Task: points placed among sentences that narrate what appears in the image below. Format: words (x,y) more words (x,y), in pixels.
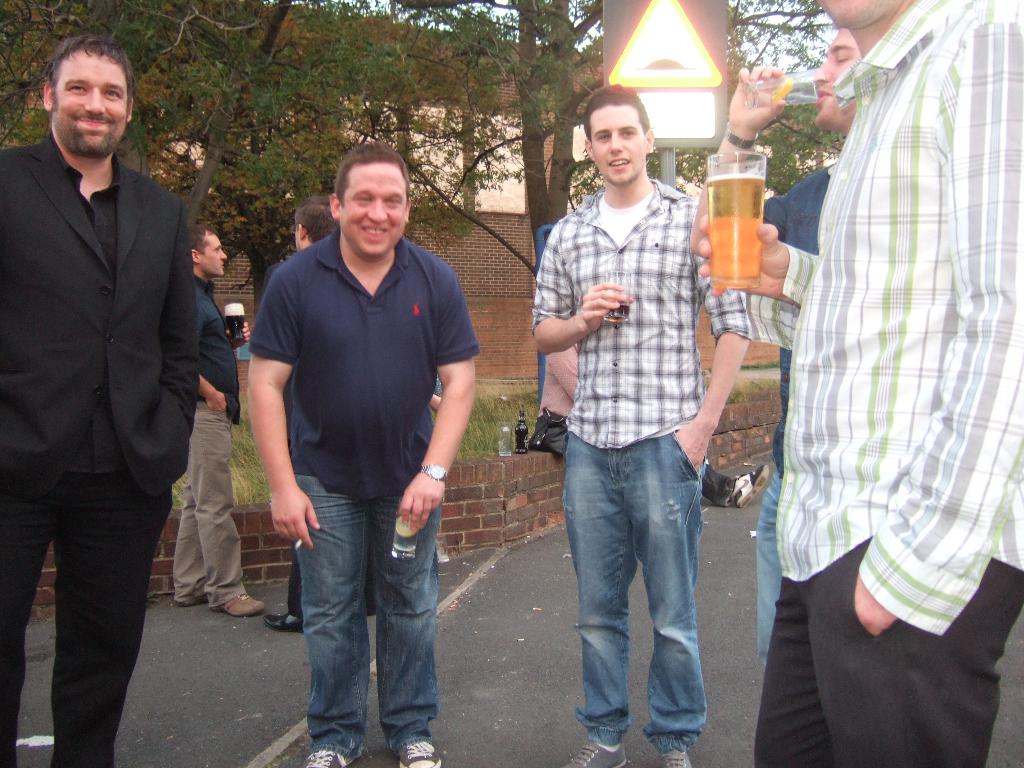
In this image we can see five men (269,401) are standing. One man (923,273) is wearing shirt (898,286) and holding glass (740,233) in his hand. Behind them two more men (219,245) are standing and trees (328,101) are present.
